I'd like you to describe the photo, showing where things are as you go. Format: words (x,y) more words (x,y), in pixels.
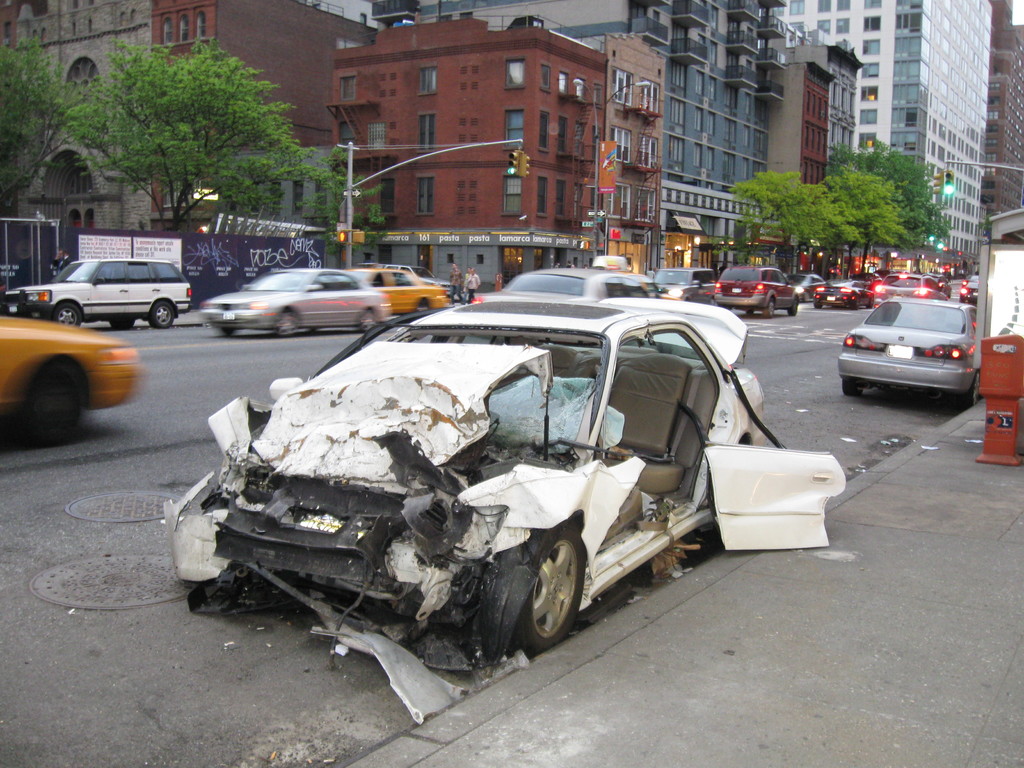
In this image I can see few vehicles (526,436). In front (381,391) the vehicle (417,394) is in white color, background (378,144) I can see the traffic signal (514,174), trees (31,112) in green color, buildings (633,98) in brown, gray and white color.
